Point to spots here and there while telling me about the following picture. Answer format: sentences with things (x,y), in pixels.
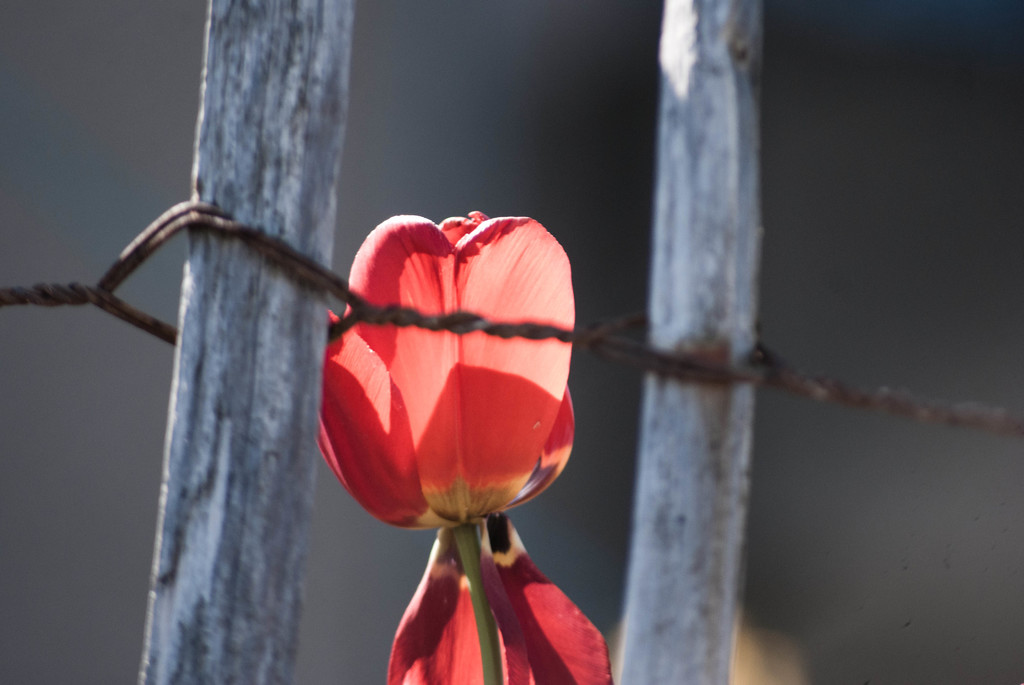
In this image I can see the flower (426,482) in red color and I can also see two wooden sticks (647,536) and I can see the wire (274,248) to it and I can see the dark background (120,508).
